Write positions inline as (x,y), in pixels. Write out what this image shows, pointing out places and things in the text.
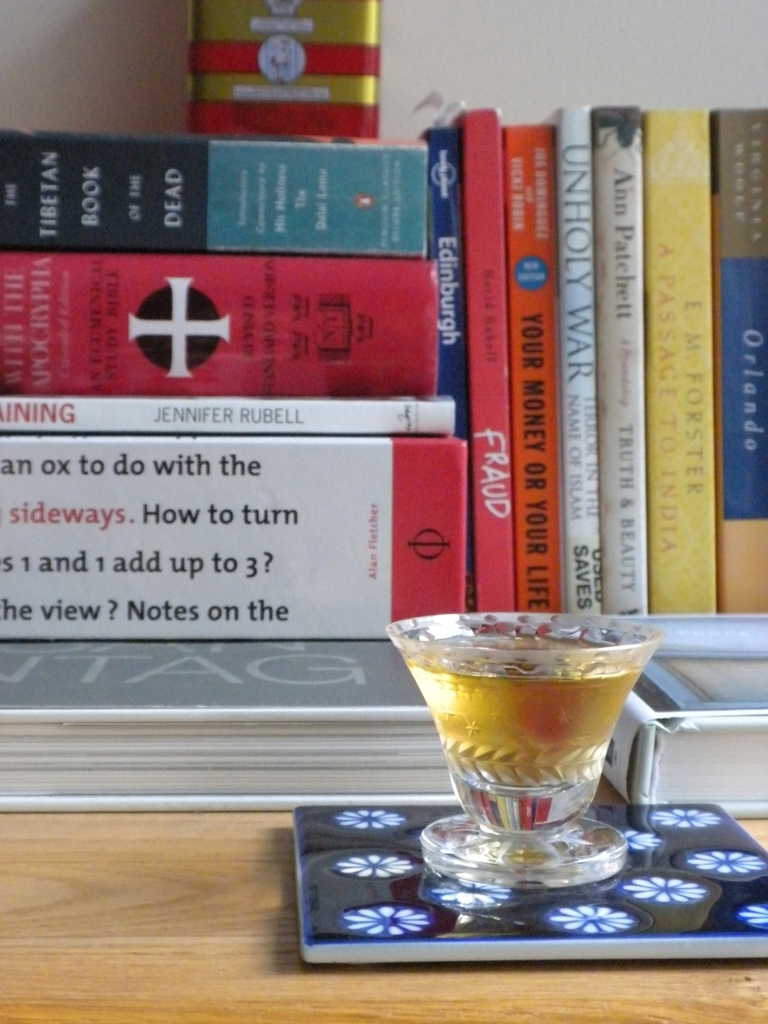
In this picture we can see lot of books (404,385), and a bunch of books (607,403) here, and here is the table (116,954) and a glass (553,643) with some liquid (515,764) in it.
